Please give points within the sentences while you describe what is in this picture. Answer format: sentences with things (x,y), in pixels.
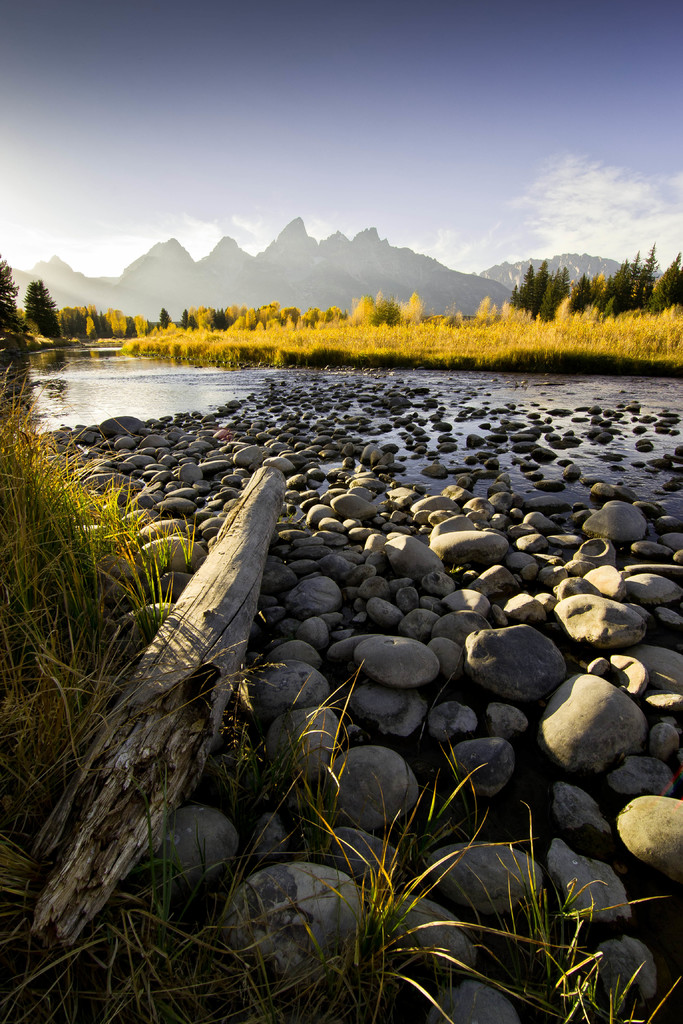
In this picture I can see stones (313,448), water (190,389), grass (155,345), trees (653,253), hills (309,244), and in the background (419,112) there is sky (424,46).
